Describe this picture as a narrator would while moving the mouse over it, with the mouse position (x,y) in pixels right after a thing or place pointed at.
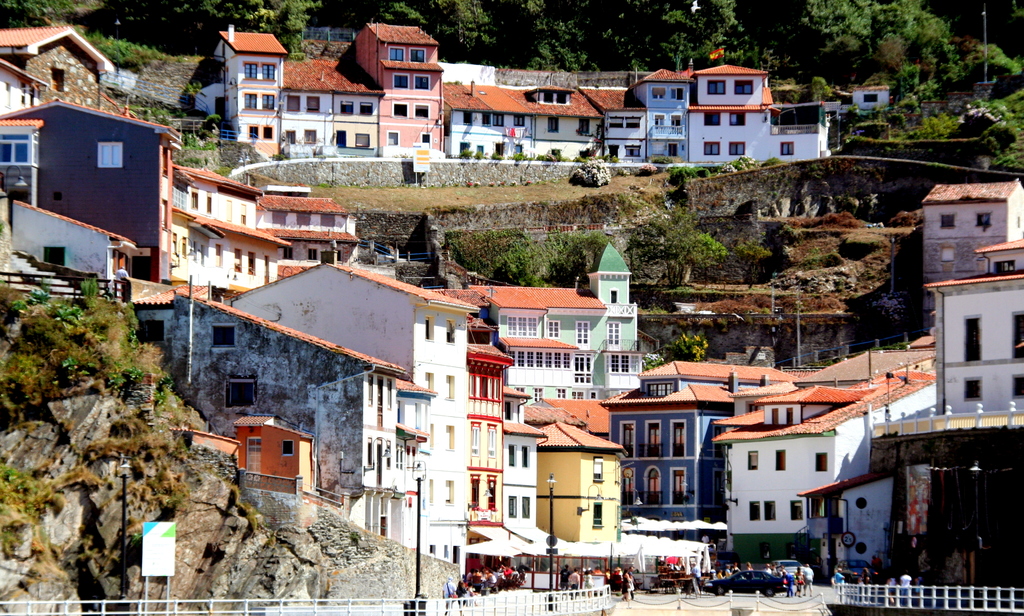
In this image there is a fence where people (837,582) are standing and also there are buildings (215,110) covered on the mountain (907,252) behind that there are so many trees (210,12).
